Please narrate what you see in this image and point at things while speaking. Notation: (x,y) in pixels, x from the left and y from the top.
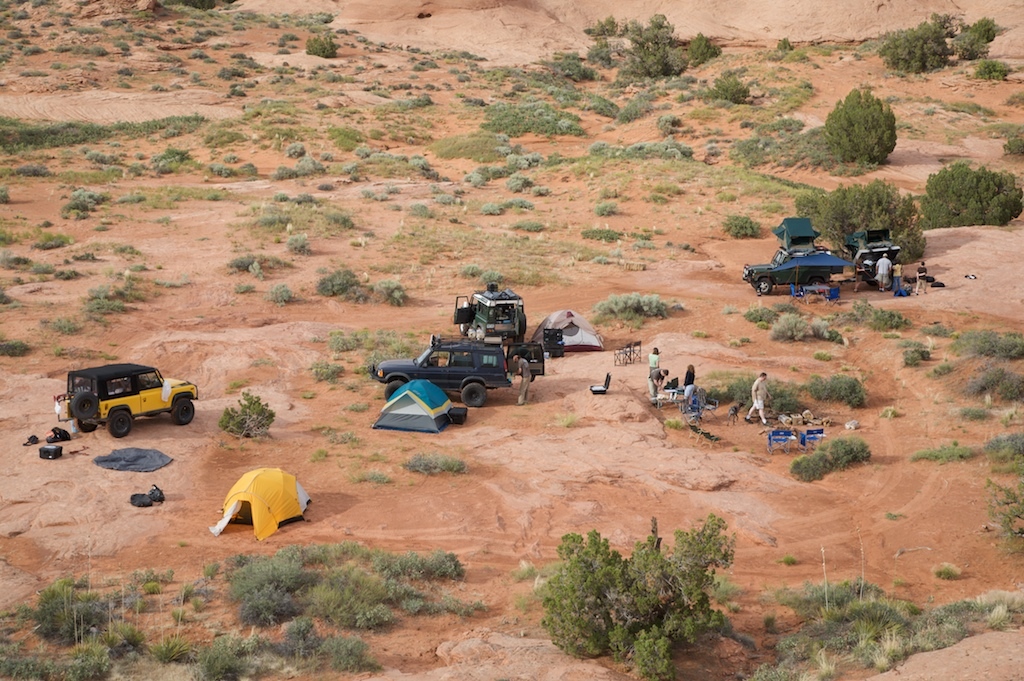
In the image there is a ground (891,177) with mud (420,618) on it. And also there are small plants (787,165), trees (690,590) and also there is grass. On the ground (148,362) there are few vehicles (490,332), tents (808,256), and few other items (556,341) on it. And also there are few people (686,397) standing on the ground (330,398).
